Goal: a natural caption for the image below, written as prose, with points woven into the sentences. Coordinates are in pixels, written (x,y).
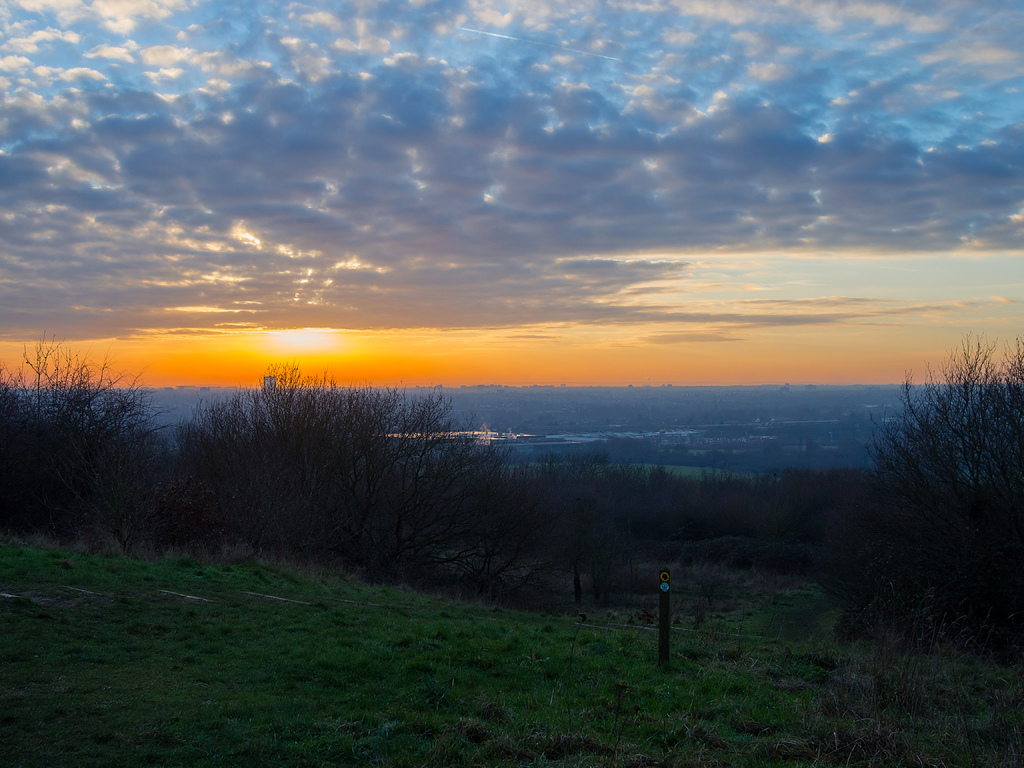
At the bottom of the image (356,624) there is grass (564,680). There is a pole (662,609). There are trees (710,505). In the background of the image (582,334) there is sky (215,350). There is sun (325,335). There are clouds (515,227).
